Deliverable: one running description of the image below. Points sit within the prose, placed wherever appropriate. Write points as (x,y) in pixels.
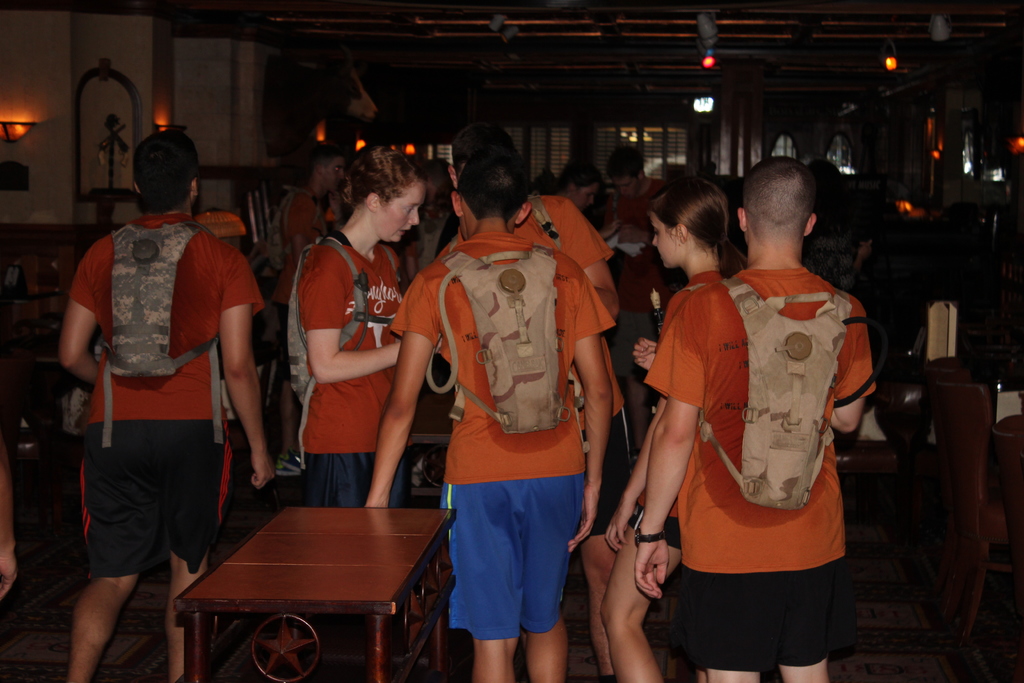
In this picture there are group of people (667,386) wearing orange t shirts (590,327), blue shorts (581,496) and bags (795,485). The room (395,102) is filled with group of people (765,208), tables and chairs (1022,416). The room (54,416) is little dark.
